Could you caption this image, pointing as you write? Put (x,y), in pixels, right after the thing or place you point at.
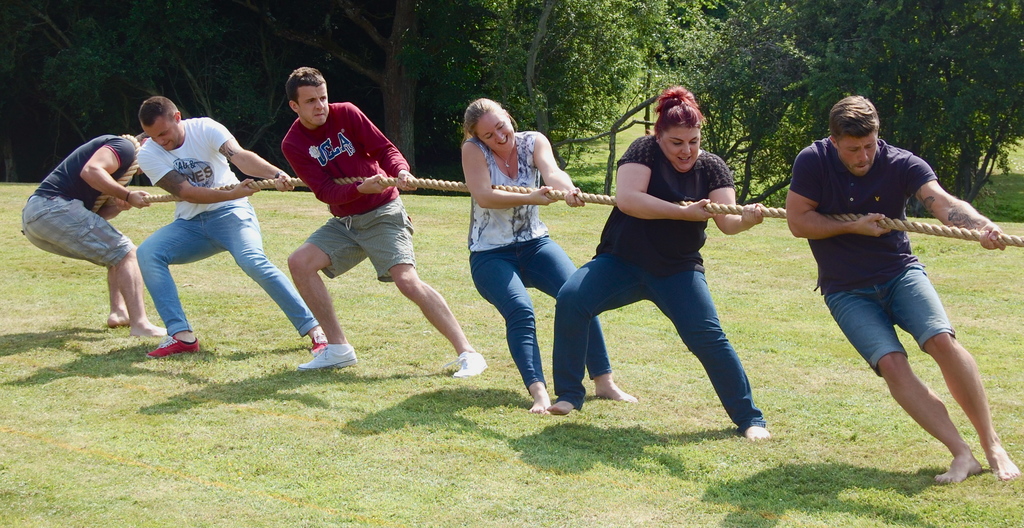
In this image few persons (927,402) are standing on the grass land (552,383). They are holding rope (984,239). Behind them there are few trees (64,81) are on the grass land (678,350). A person (150,269) wearing a white shirt (151,166) is wearing shoes (177,350).
